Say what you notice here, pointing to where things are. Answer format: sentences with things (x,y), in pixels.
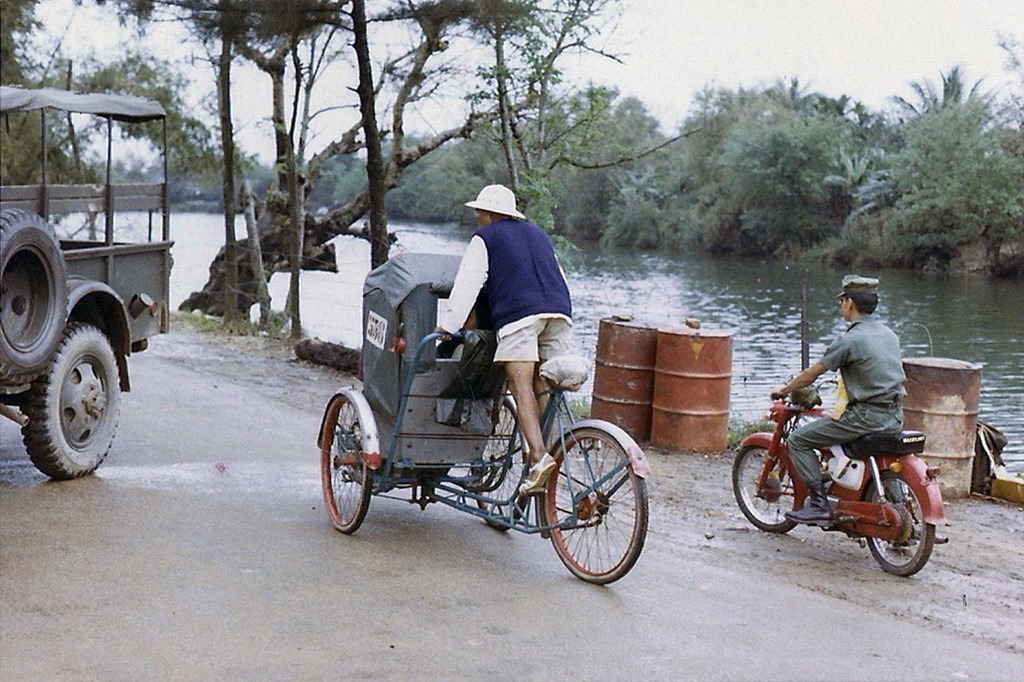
In the center (544,429) we have a one person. He's riding a bicycle (570,422). On the right side (877,390) we have a another person (885,403). He's riding a motorcycle (902,440). We can see in background (649,206) trees (745,136), sky (787,36).
